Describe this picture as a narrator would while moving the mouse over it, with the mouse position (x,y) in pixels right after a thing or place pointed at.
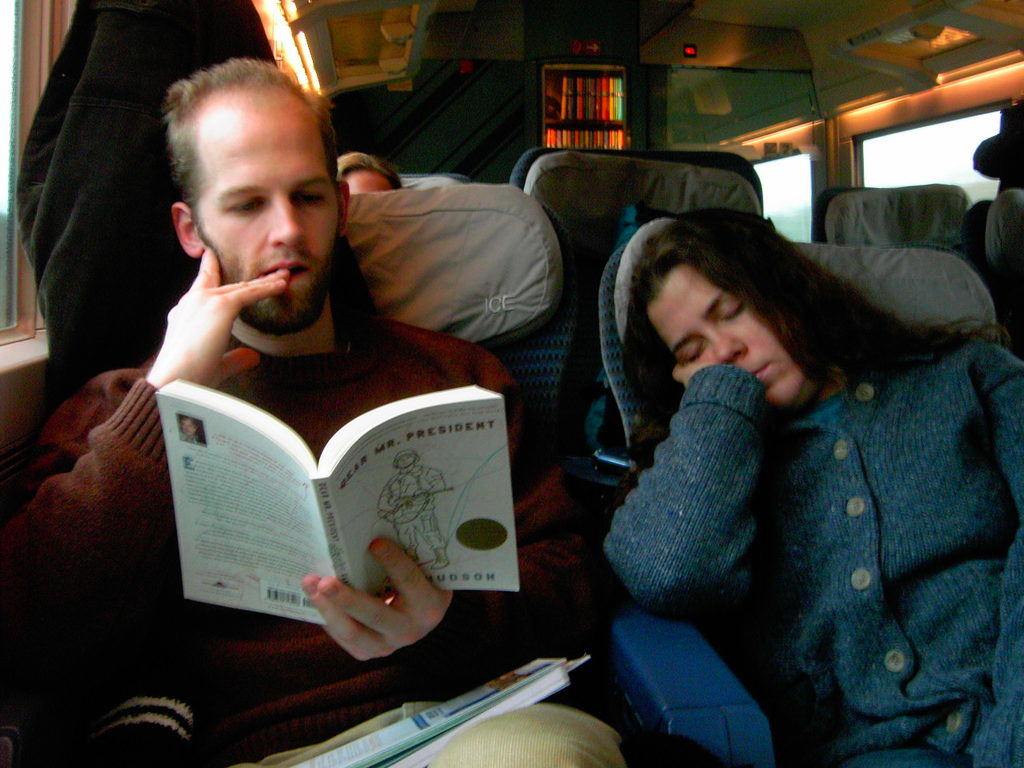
In this image we can see the inside view of the vehicle (752,113) and there are people (810,430) sitting on the chair (524,416). And we can see the person (494,381) reading book (397,470) and the other person (815,431) sleeping. And at the back (104,84) we can see the cloth (106,148) and books (614,114).
